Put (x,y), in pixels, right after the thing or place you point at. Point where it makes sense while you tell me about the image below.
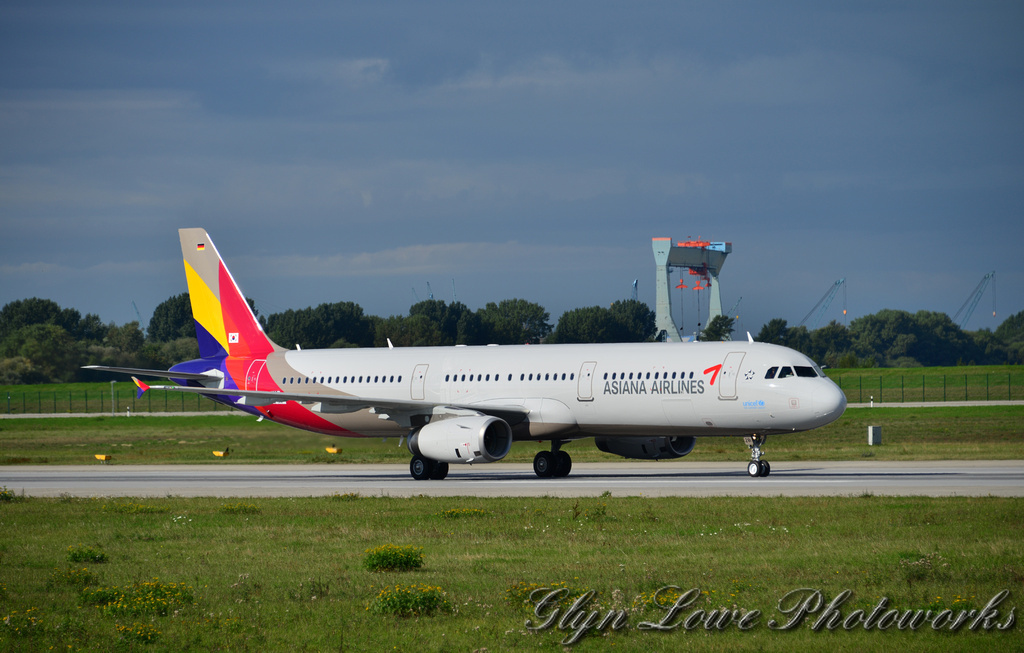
There is a flight (429,362) with something written on that. On the ground (620,488) there are grasses (713,445). In the background (734,262) there are poles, trees (489,321) and sky (556,191). Also there is a arch (693,267) with something on that. There is a watermark (709,613) on the right corner (832,604).
